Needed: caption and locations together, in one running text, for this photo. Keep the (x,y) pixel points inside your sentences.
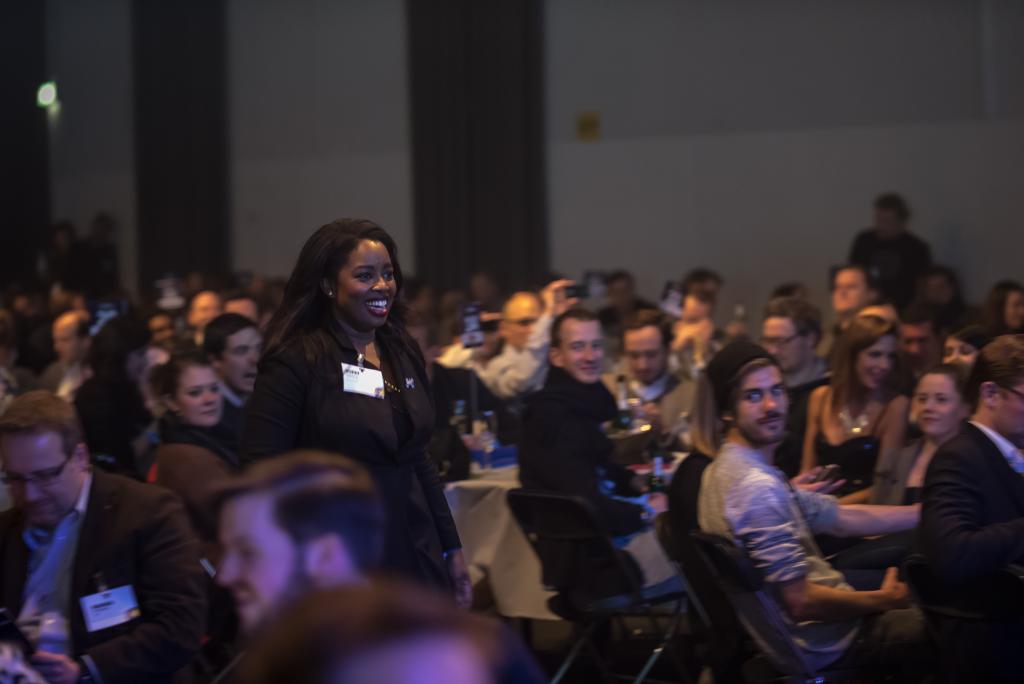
In the picture there are many people (967,537) sitting on the chairs (766,627), there is a table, there is a wall (776,253), there is a light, there is a woman (330,386) walking.
